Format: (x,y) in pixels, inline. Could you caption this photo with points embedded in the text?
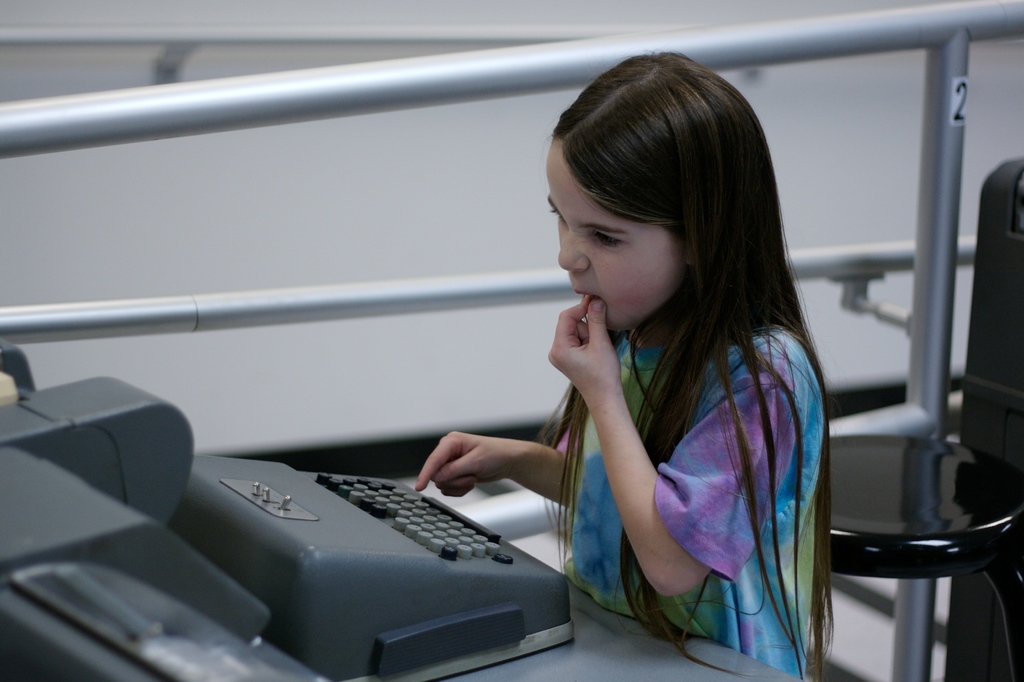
In this picture I can see a girl (655,207) who is standing in front (711,375) and I see that she is wearing colorful dress (690,473) and in front of her I can see a table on which there is a grey color thing (289,502), on which there are keys (405,526). In the background (354,280) I can see the wall (331,242) and the rods (495,74). On the right side of this picture (832,444) I can see a black color stool (833,541).
